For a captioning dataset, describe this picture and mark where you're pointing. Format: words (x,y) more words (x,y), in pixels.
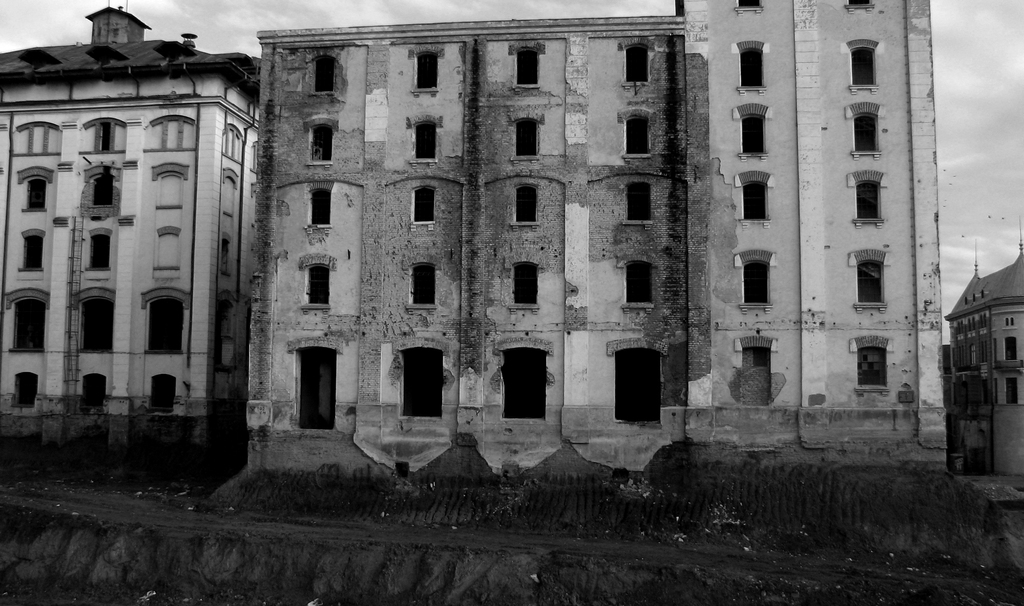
This is a black and white image. There are buildings (724,239).
